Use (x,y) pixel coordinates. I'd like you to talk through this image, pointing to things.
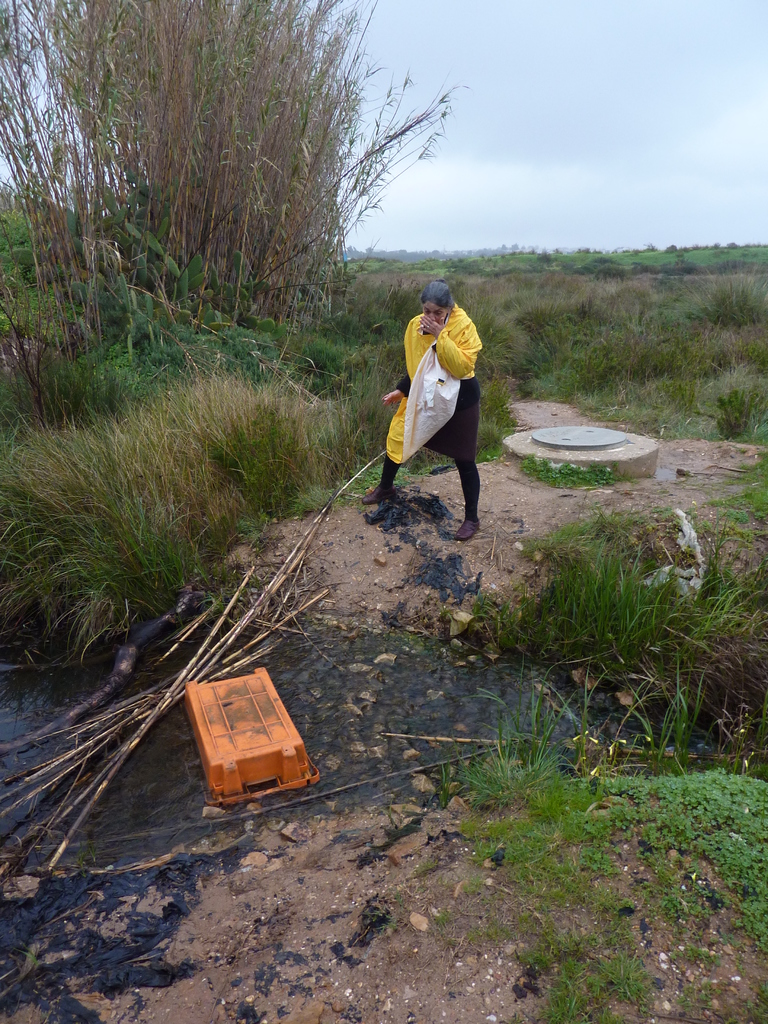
This picture is taken from outside of the city. In this image, in the middle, we can see a person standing on the land (499,878). On the right side (714,670), we can see some plants (741,298) and trees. On the left side (169,56), we can also see some trees (121,264) and plants (149,58). At the top (630,115), we can see a sky (574,156) which is cloudy, at the bottom (300,744), we can see a grass (610,556), basket (270,744) and some wood sticks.
